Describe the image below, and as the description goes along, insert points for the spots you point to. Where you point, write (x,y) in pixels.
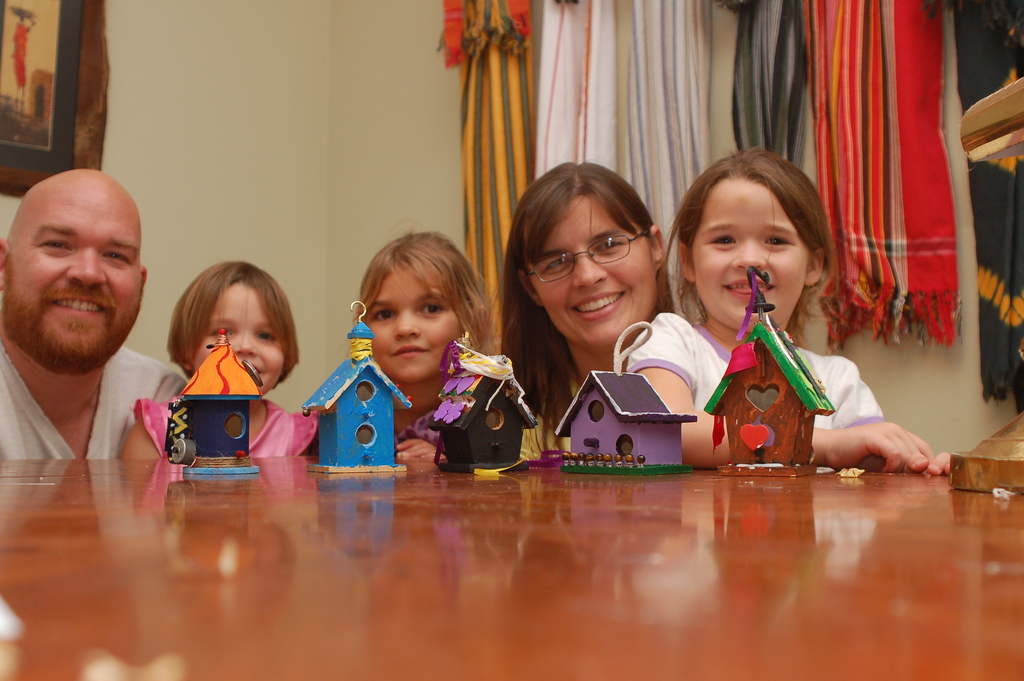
At the bottom of the image (234,565) there is a table (371,543). On the table (241,484) there are toy houses (492,429). Behind the table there are three kids (440,342), one lady (631,310) and a man (80,344). Behind them there is a wall (388,60) with few clothes (513,108) and a frame (65,81) on it.
